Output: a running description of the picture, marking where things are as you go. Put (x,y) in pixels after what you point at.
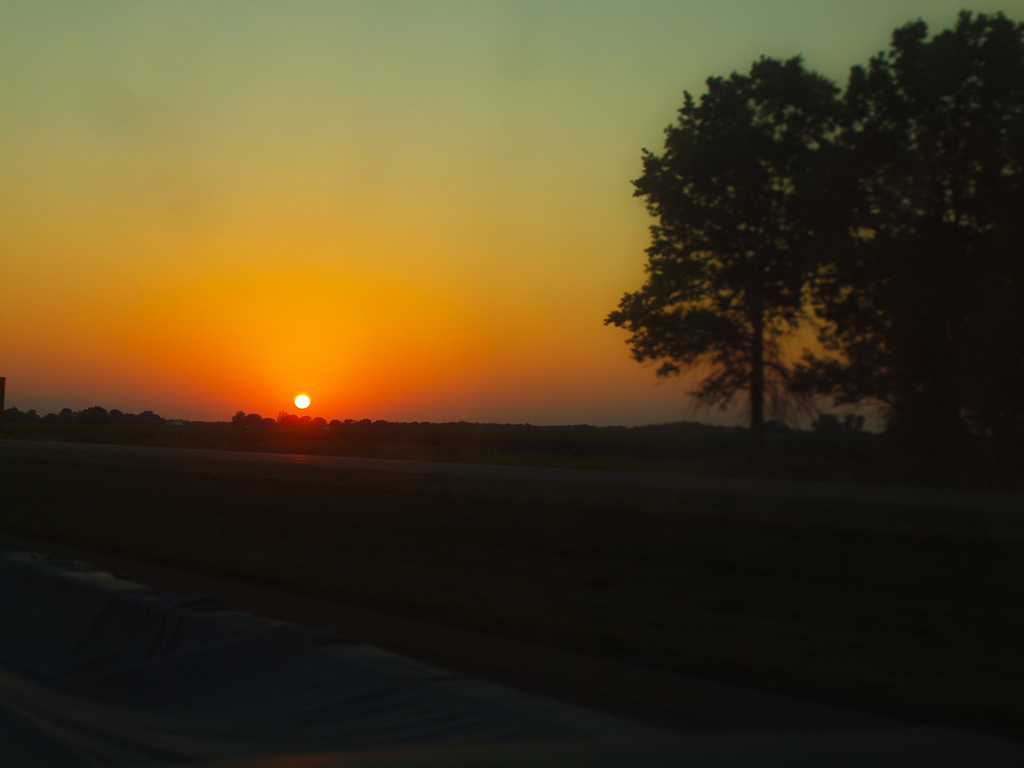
This image is a dark image. In this image we can see there are trees (666,307). In the background (481,209) we can see the sun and sky (481,209).
